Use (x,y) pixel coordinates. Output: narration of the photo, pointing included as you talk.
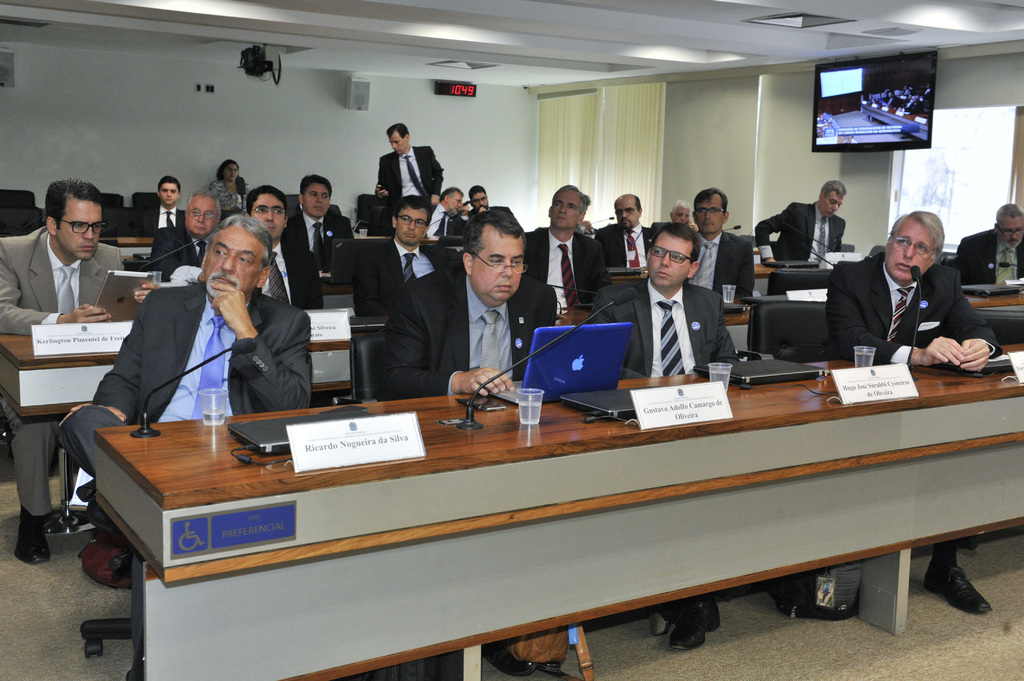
In this image I can see number of people (11,250) are sitting on chairs (1011,343), I can also see few laptops (555,361) and mics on these tables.
